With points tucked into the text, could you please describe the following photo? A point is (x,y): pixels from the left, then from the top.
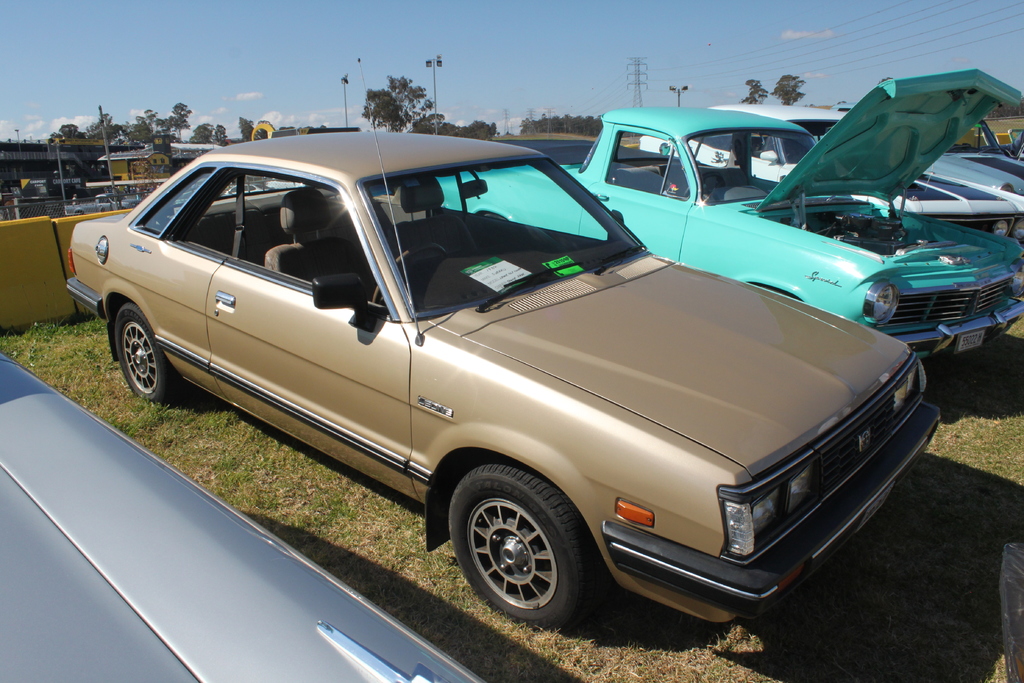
In the image there are few cars (704,228) on the grassland (634,675), in the back (96,169) there is a bridge (134,147) on the left side (84,171) and vehicles (106,200) moving on the road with trees (417,124) all over the place with current poles (636,92) in the middle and above its sky (247,42) with clouds (76,118).
